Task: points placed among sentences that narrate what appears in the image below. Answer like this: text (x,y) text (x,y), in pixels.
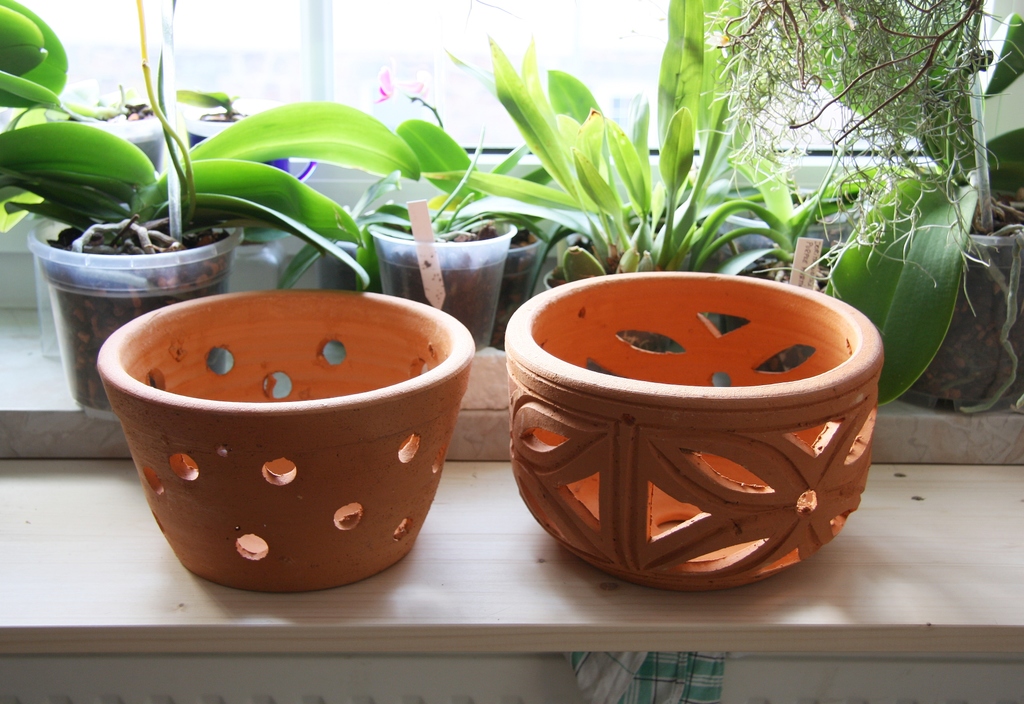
This image is taken indoors. In the background (197,65) there is a window (255,59). In the middle of the image (572,259) there are few plants (539,216) in the pots (962,303). There are two empty pots (699,401) on the shelf (415,614).
